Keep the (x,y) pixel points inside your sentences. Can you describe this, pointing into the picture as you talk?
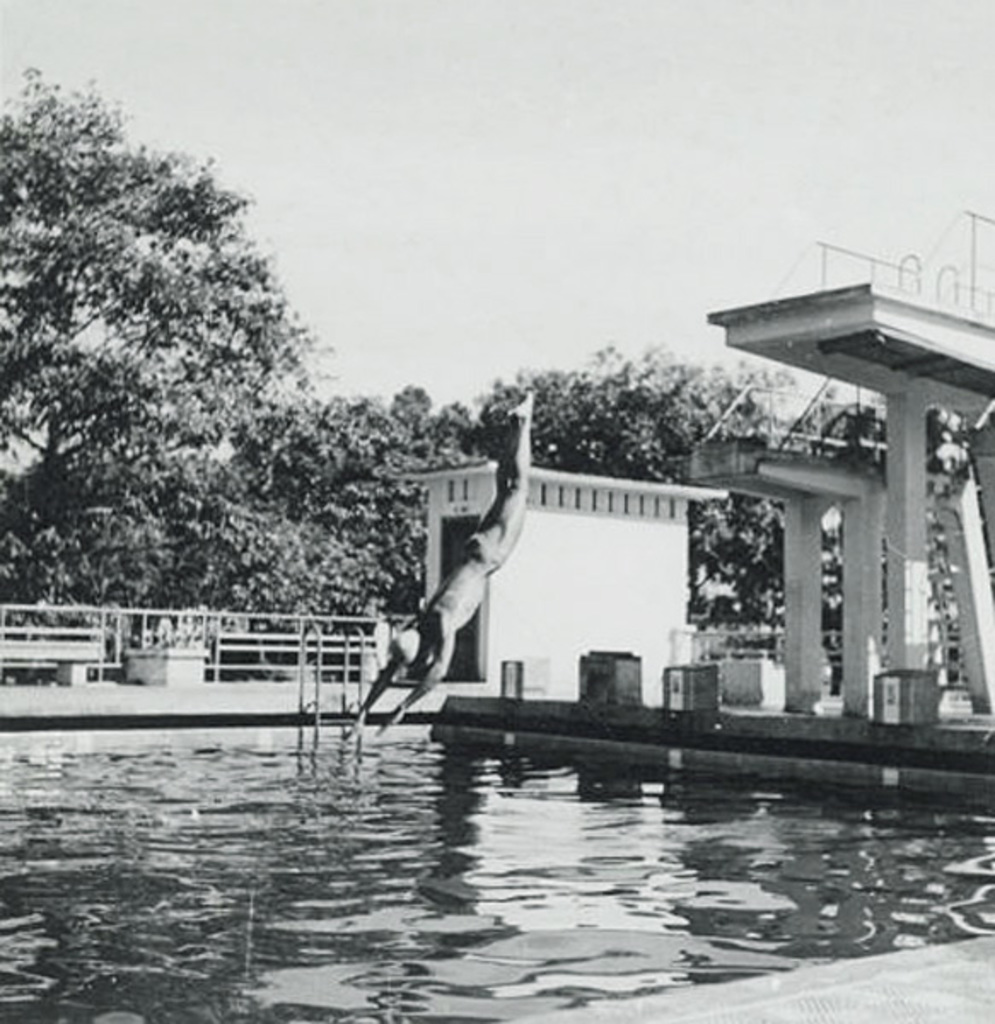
In this image I can see a person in air. I can also see a swimming pool (201,746), a building (554,493), trees (305,537) and the image is in black and white.
